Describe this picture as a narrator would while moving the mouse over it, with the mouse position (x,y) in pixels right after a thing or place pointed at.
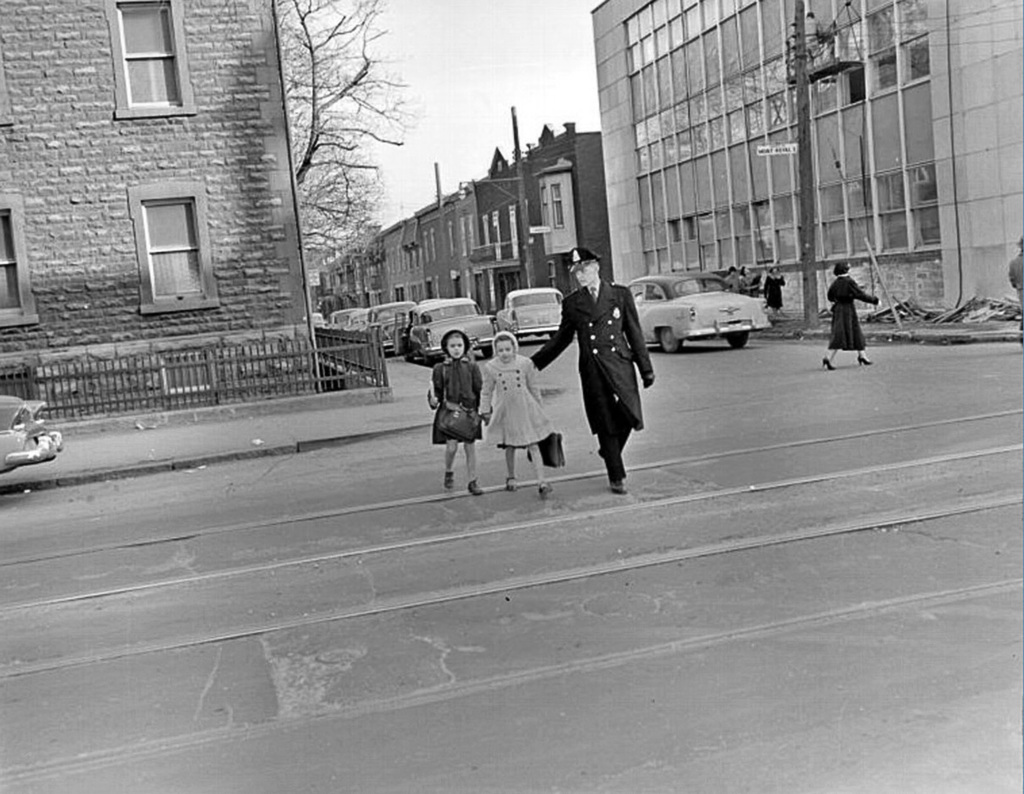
In this image I can see few people (854,321) are standing. I can also see number of vehicles (349,326), buildings (394,278), windows (845,168), a tree (349,220) and I can see this image is black and white in colour.
